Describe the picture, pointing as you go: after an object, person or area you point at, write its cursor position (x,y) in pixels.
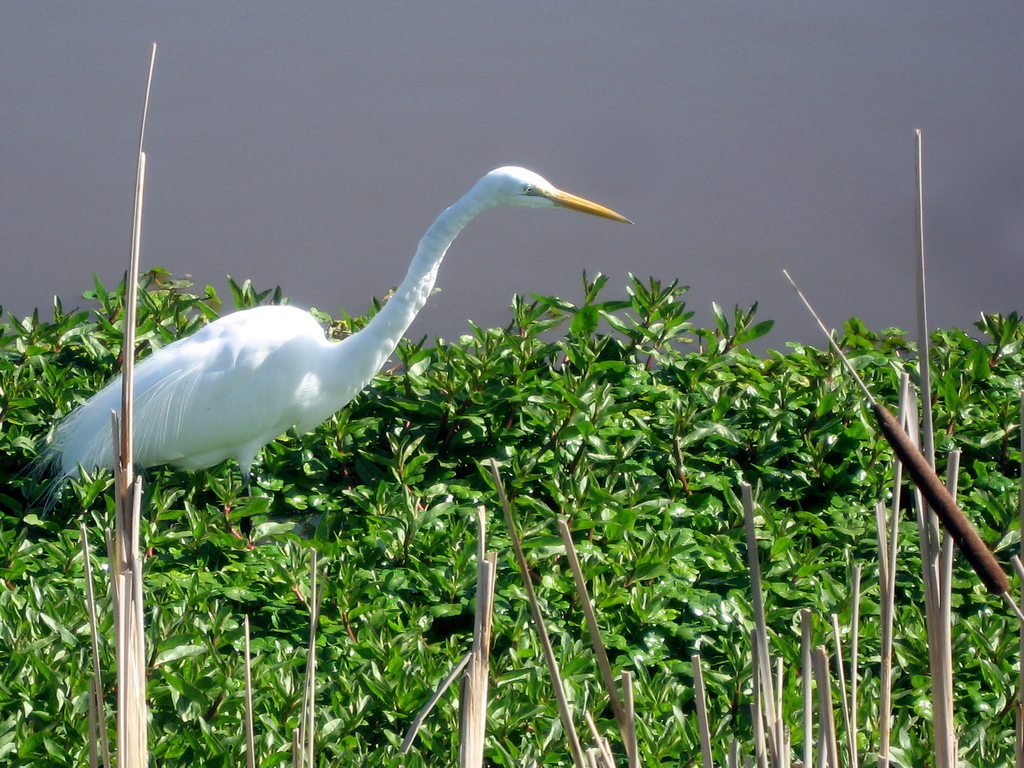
On the left side (233,366), there is a white color bird (266,393) on the ground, on which there are plants (387,443) having green color leaves (373,510). Beside these plants (279,546), there are dry stalks (138,715). And the background (889,29) is gray in color.
